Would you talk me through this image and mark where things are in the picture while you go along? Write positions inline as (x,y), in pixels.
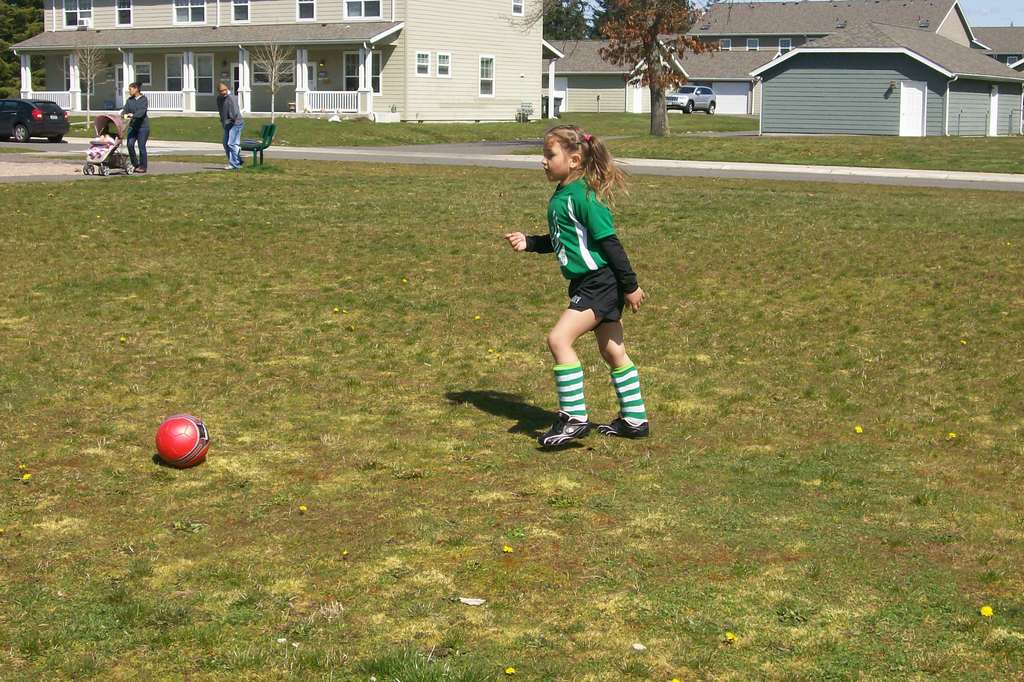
In this picture I can see a girl (607,192) in front (599,280) who is wearing jersey (582,270) and I can see a ball (173,444) in front of her. I can also see the grass (1002,320). In the middle of this picture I can see 2 persons (231,131), a car (18,135), a stroller (107,128) and the road (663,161). In the background (317,78) I can see few buildings (846,63), another car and few trees (576,39).
